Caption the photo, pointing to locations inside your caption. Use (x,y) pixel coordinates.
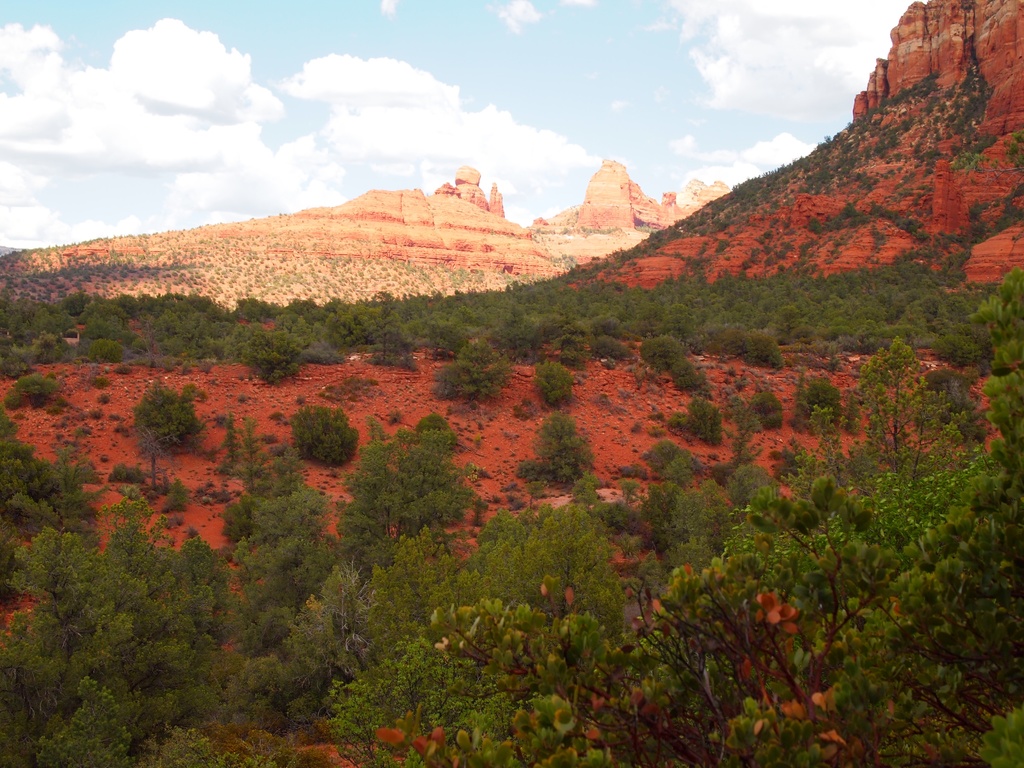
In this image we can see plants (579,611), trees (487,528), ground (588,426), and rocks (479,261). In the background (499,93) there is sky (499,93) with clouds (318,82).
